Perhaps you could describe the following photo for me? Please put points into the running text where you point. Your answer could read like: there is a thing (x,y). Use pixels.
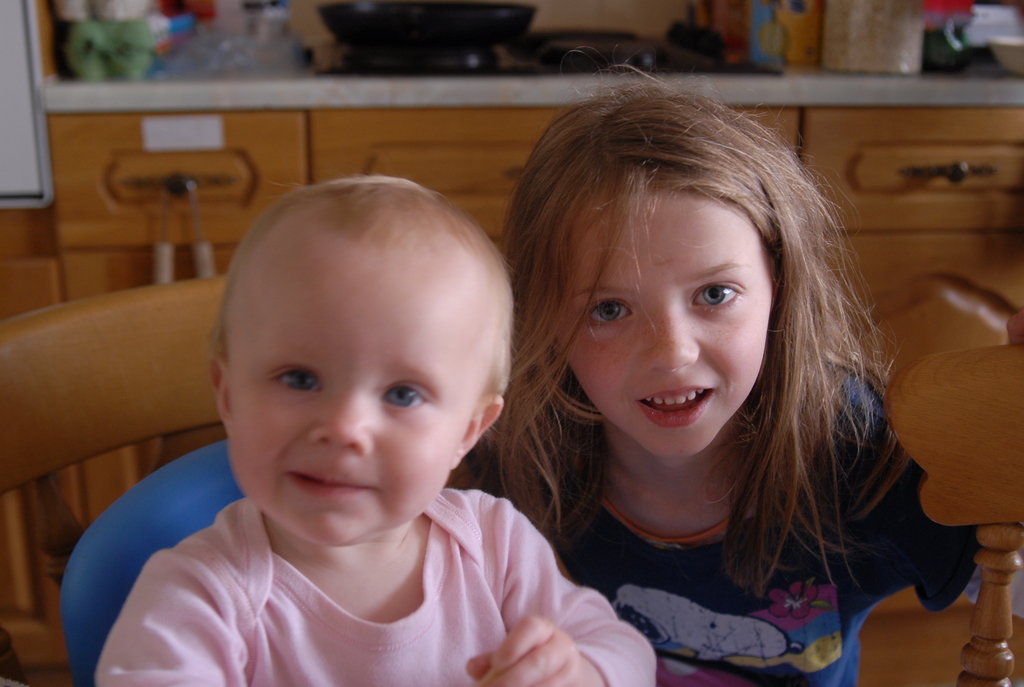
In this image I can see two children's (484,561). Back Side I can see some objects (462,56) on the table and a brown color cupboard (475,149).
